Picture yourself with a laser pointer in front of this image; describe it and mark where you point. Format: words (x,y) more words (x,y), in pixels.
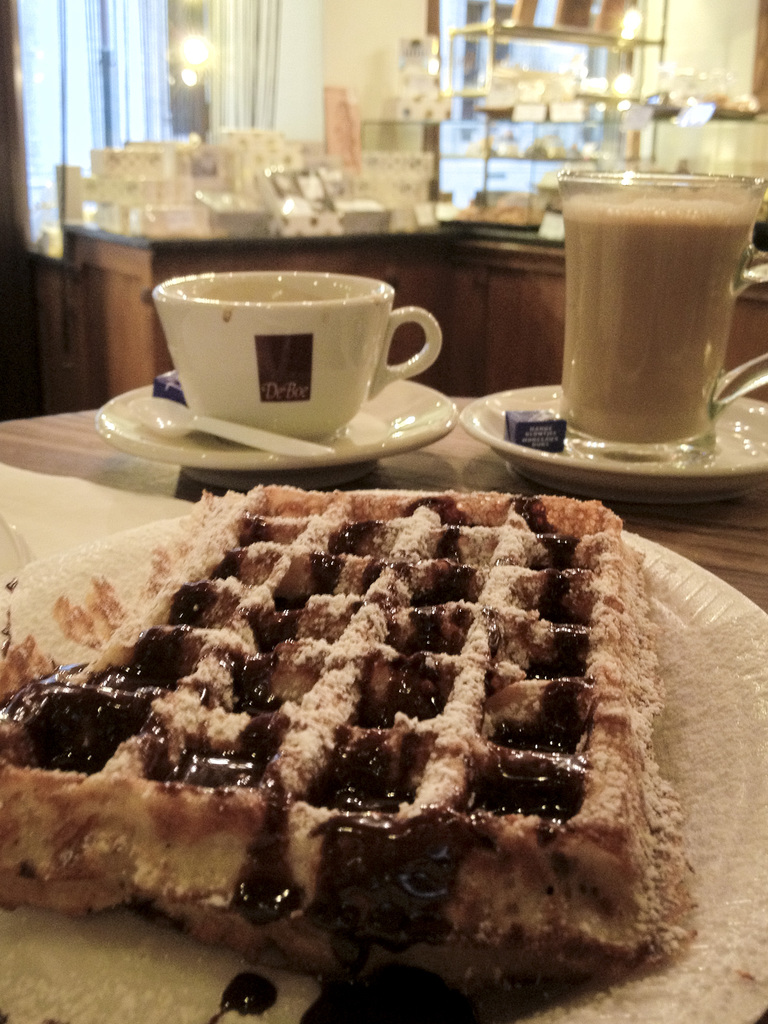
At the bottom of the image (739,990) on the table (754,596) there is a plate (716,596) with food item (277,604) on it. In front of the plate (719,605) there is a saucer (108,416) with a cup (205,388) and spoon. And also there is a saucer (593,461) with glass (660,247). There is a drink (619,345) in the glass (593,284). There is a blur background (554,360) with a table (352,259). On the table (557,248) there are few things (346,153) and also there are lights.
